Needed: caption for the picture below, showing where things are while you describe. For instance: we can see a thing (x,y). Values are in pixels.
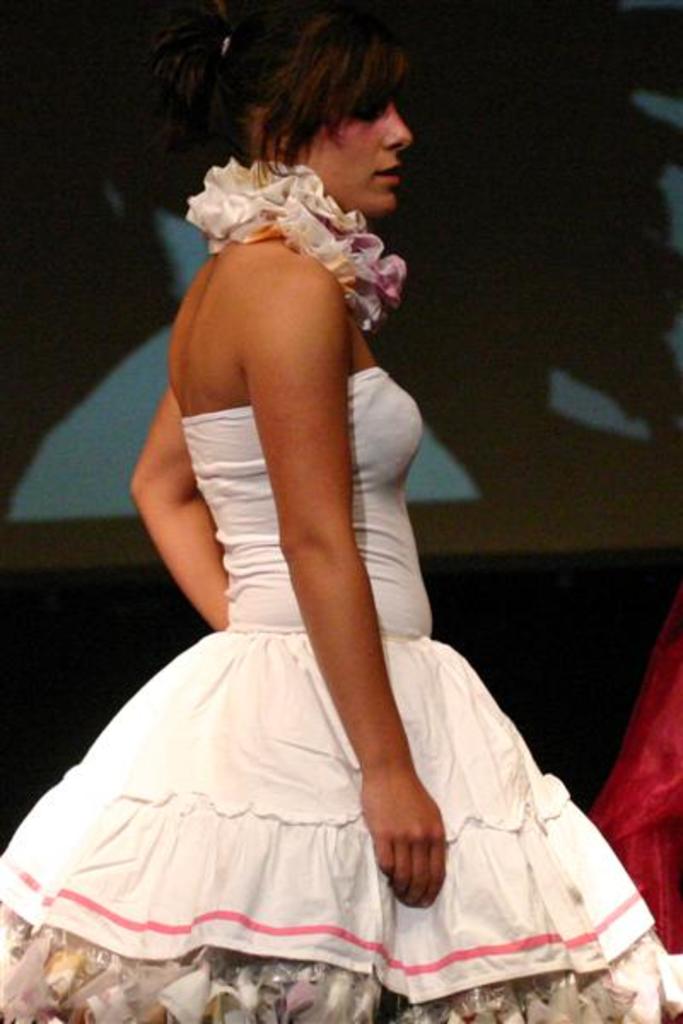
There is a woman (258,774) standing and wore white dress (292,838). In the background (617,477) it is dark.
